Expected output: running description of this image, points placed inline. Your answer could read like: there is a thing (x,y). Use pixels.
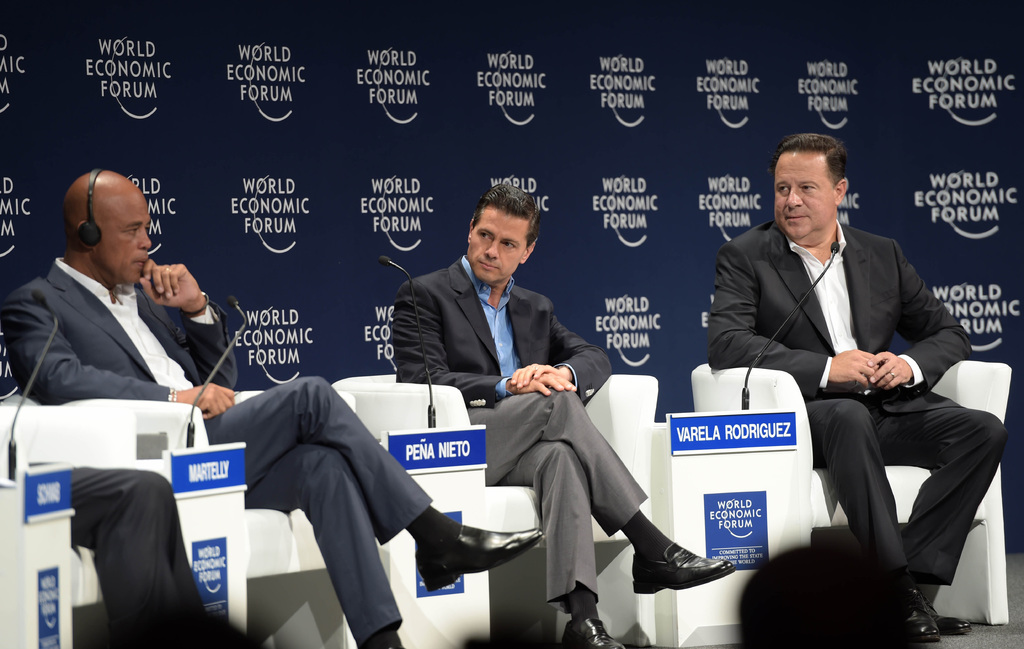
In this image in the center (432,287) there are some persons (313,435) who are sitting on chairs (773,394), in front of them there are mikes (746,391) and also we could see some boards (58,494). On the board (64,478) there is some text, and in the background (647,98) there is one board (800,92). On the board (320,124) there is some text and at the bottom (845,571) there are two persons (822,601).
